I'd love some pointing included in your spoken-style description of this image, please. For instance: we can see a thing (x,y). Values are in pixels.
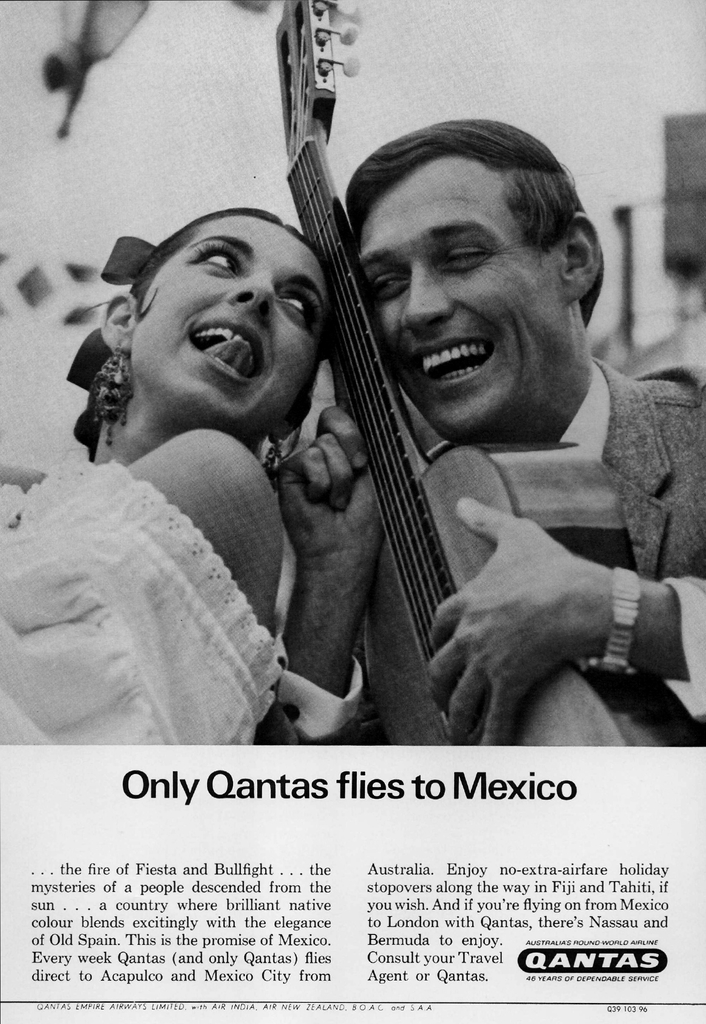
This image consists of texts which is at the bottom (454,923). In the center (458,386) there is a man (447,405) holding a musical instrument (337,292) in his hand (469,505) and smiling and on the left side (222,498) there is a woman (183,513) wearing a white colour dress (81,539) and smiling. In the background (130,177) there is a wall (169,164) which is white in colour.
